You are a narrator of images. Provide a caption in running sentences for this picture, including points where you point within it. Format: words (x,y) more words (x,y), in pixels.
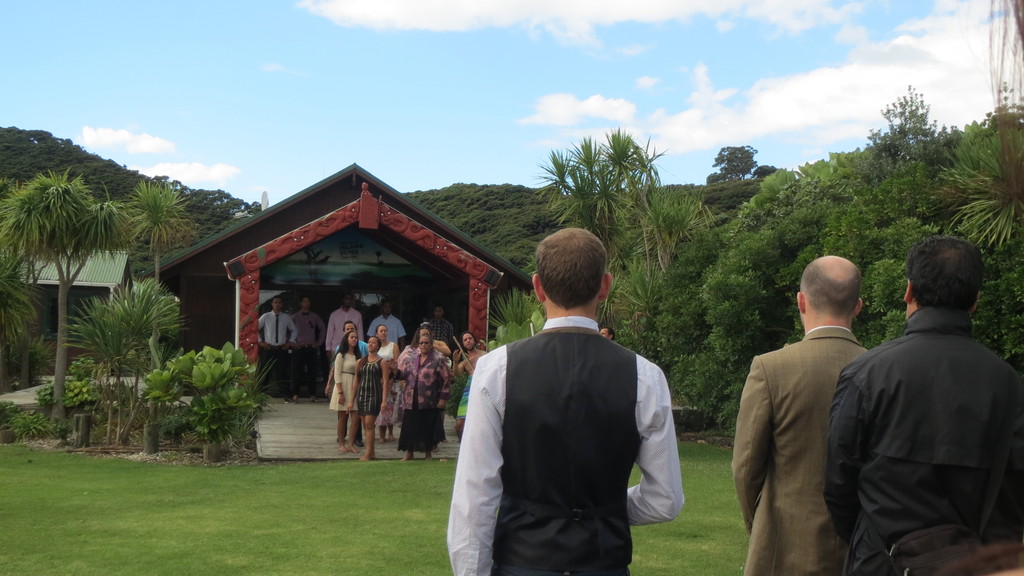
This image is taken outdoors. At the top of the image (269,109) there is a sky (306,78) with clouds (653,85). At the bottom of the image (306,516) there is a ground (132,522) with grass (260,505) on it. In the middle of the image (525,232) there are many trees (681,214) and plants (790,195) and there is a house (332,250). A few people (391,315) are standing on the floor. On the right side of the image (914,271) three men (544,538) are standing on the ground (641,563).
